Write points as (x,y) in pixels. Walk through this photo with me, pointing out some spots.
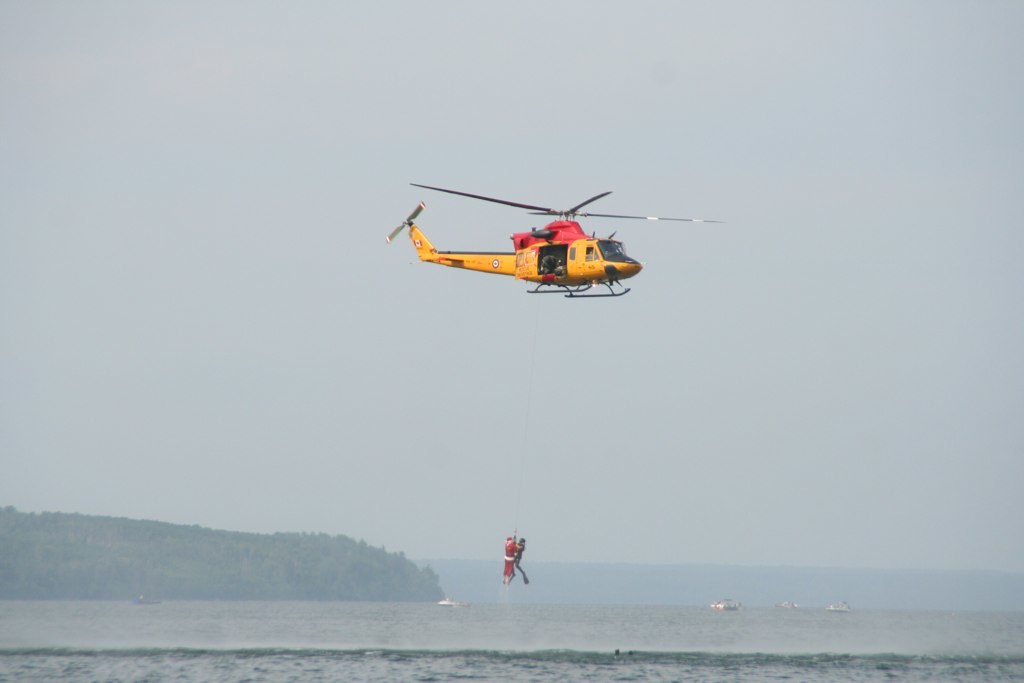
In the middle of the image (566,243) there is a helicopter (573,271) and few people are hanging from helicopter (536,270). Behind the helicopter (519,247) there are some clouds (246,35) and sky (188,145). Bottom of the image (419,609) there is water (308,611), on the water (641,611) there are some ships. Bottom left side of the image (325,591) there are some hills (3,559).
